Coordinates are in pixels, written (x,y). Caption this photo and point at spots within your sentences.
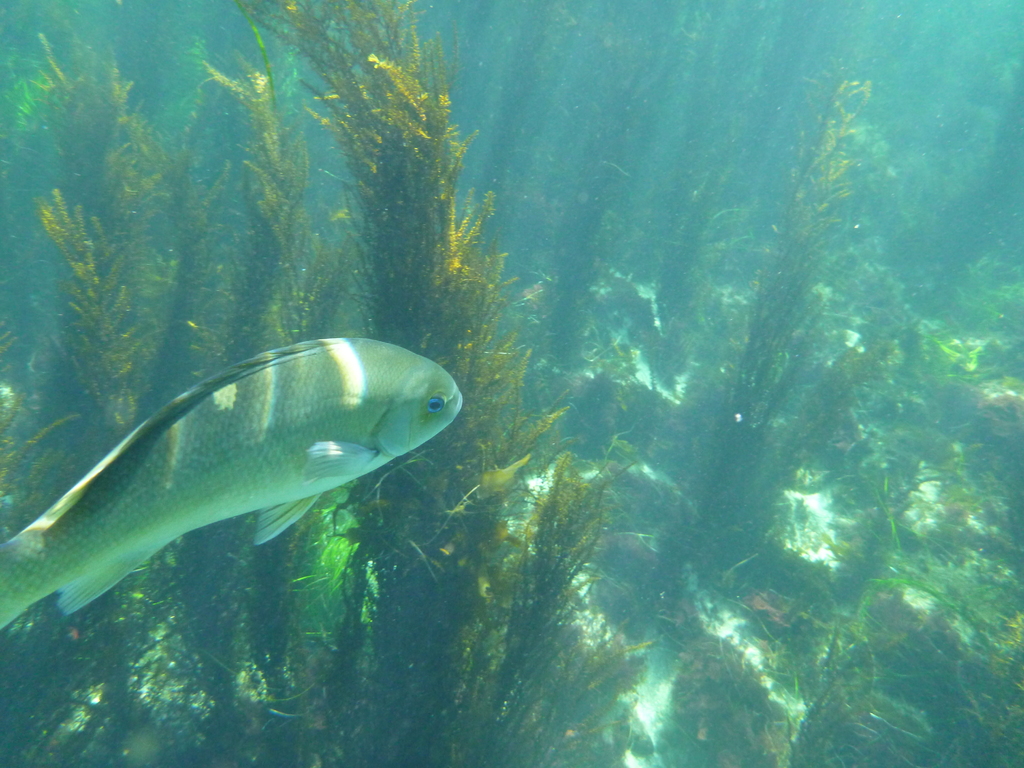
In this image I can see plants (480,414) and fish (328,407) visible underwater.
